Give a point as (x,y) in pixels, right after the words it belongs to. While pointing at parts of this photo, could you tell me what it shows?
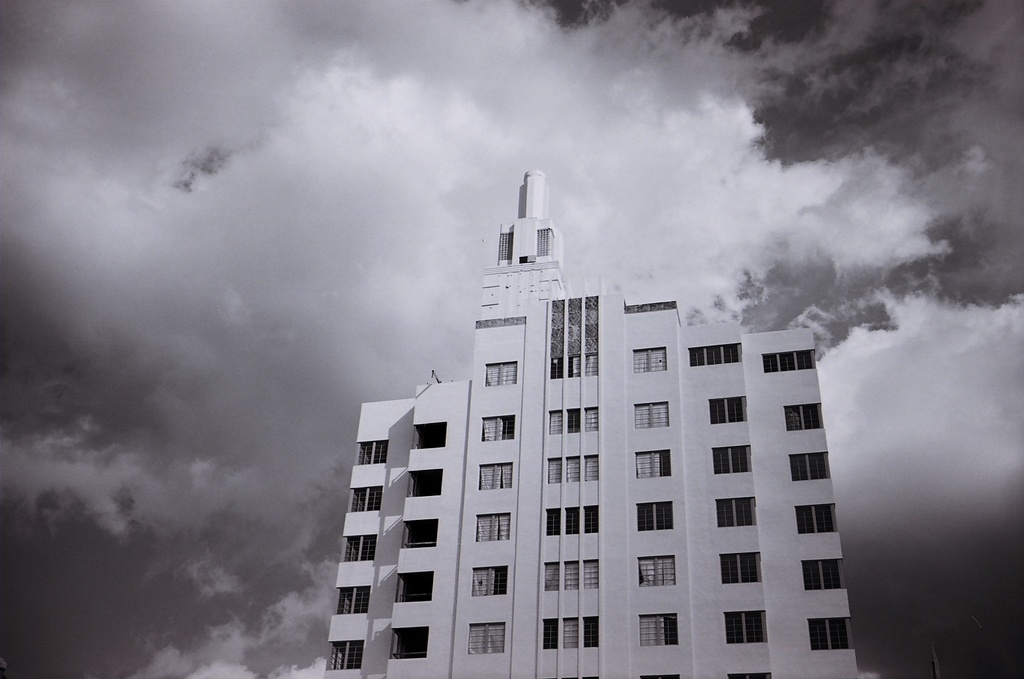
In the picture I can see a building (695,538). In the background (391,246) I can see the sky (466,332). This picture is black and white in color.
